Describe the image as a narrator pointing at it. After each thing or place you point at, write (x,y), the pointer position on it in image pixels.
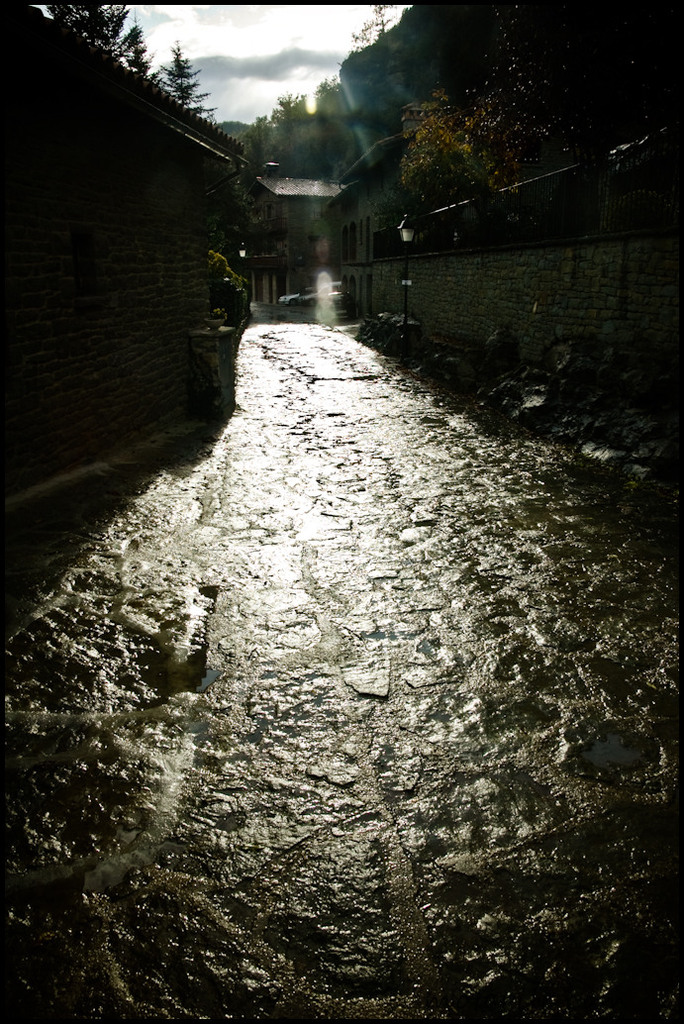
This is wet ground (260,498). Here we can see light poles (405,320) and walls (401,309). Background (260,253) we can see buildings (286,202) and trees (236,208). Sky (262,84) is cloudy.
